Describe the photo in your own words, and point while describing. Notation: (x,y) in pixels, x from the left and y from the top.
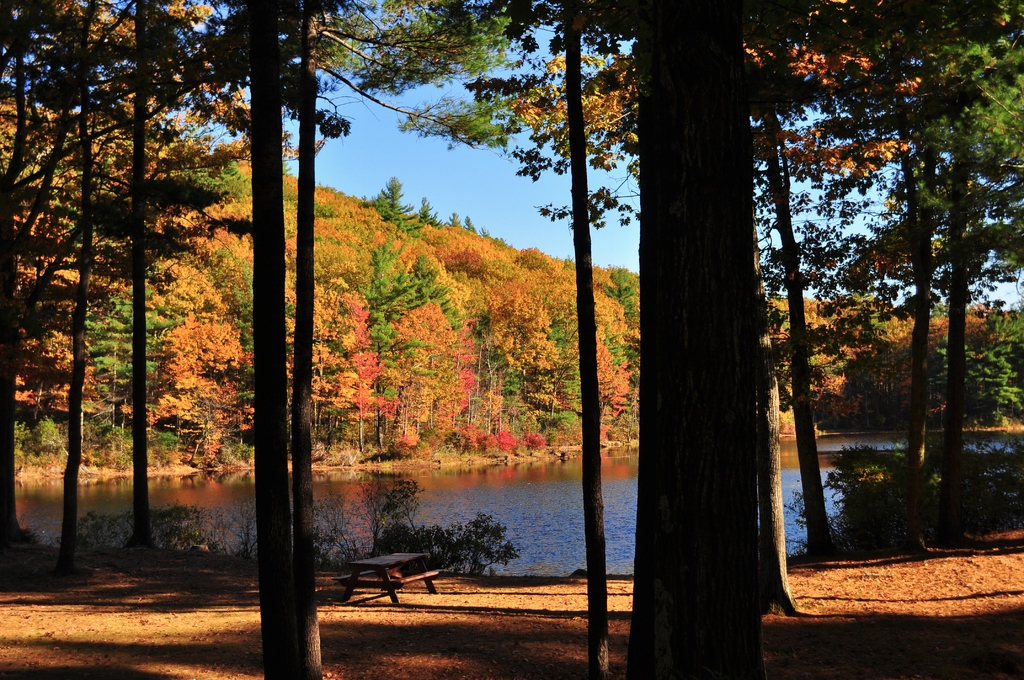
In the foreground of the picture (758,247) I can see the trunk (721,227) of trees (774,424). I can see a wooden table (363,568) on the surface (363,589). In the background (487,569), I can see the water pool (523,530) and trees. I can see the plants (613,430) on the side of the water pool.
